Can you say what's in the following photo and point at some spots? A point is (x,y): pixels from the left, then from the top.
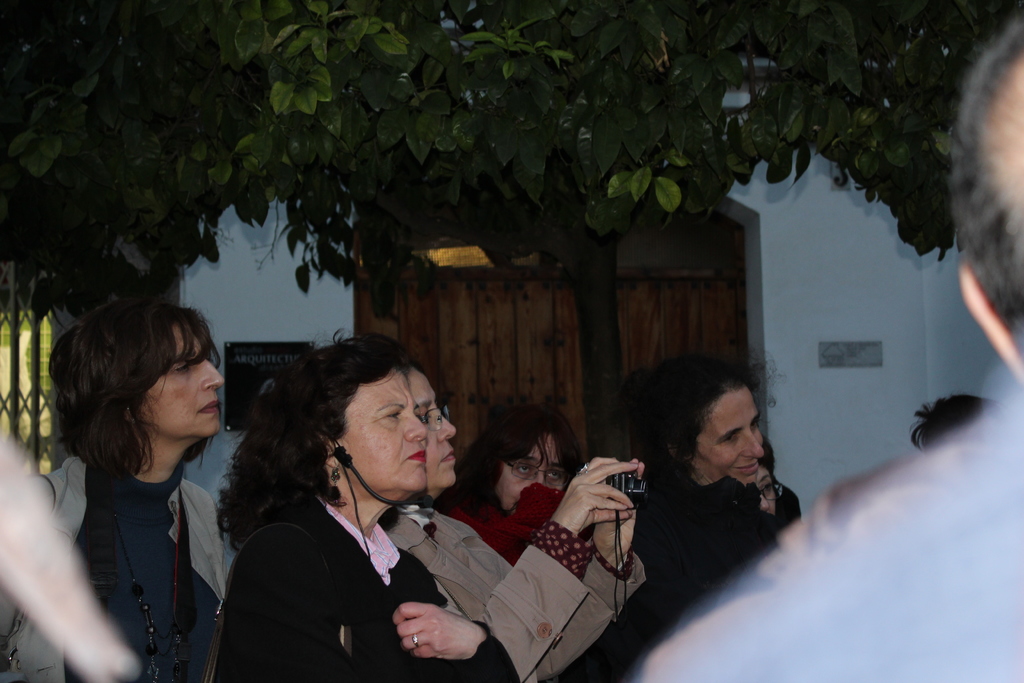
In the picture we can see a group of people (692,594) standing and one person (616,588) is holding a camera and capturing something and in the background (256,147), we can see a wall (875,251) with a door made up of wood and a tree (253,159) with leaves (303,146).
